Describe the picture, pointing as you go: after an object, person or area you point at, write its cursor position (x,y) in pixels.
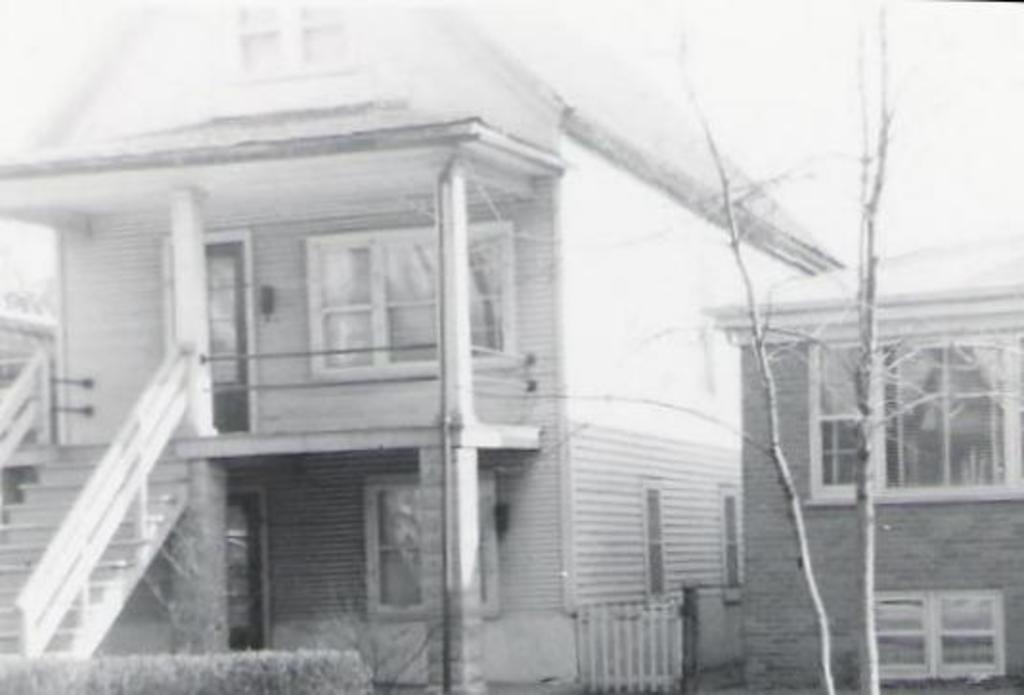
In this picture we can see houses (441,372), there is a tree (822,612) in the front (863,591), we can see a door (227,363) and windows (403,299) of this house (417,301), it is a black and white image, on the left side (83,527) we can see stairs (116,551).
